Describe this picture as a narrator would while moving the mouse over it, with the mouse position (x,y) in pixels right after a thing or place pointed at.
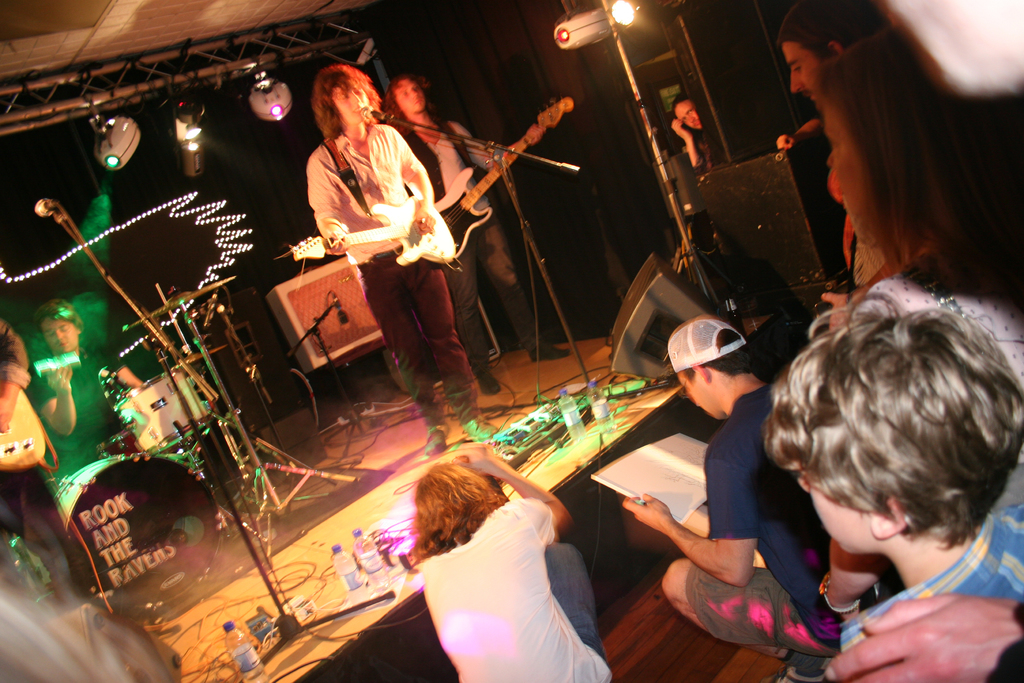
In this image we can see few people (40,327), some of them are standing on the stage (295,483) and playing musical instruments (151,379), there are mics (62,214), few bottles (366,547), and objects (580,400) on the stage (334,531) and there is a light (106,135) attached to the pole (210,62) and a person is holding a book (653,457) in front of the stage (303,663).
